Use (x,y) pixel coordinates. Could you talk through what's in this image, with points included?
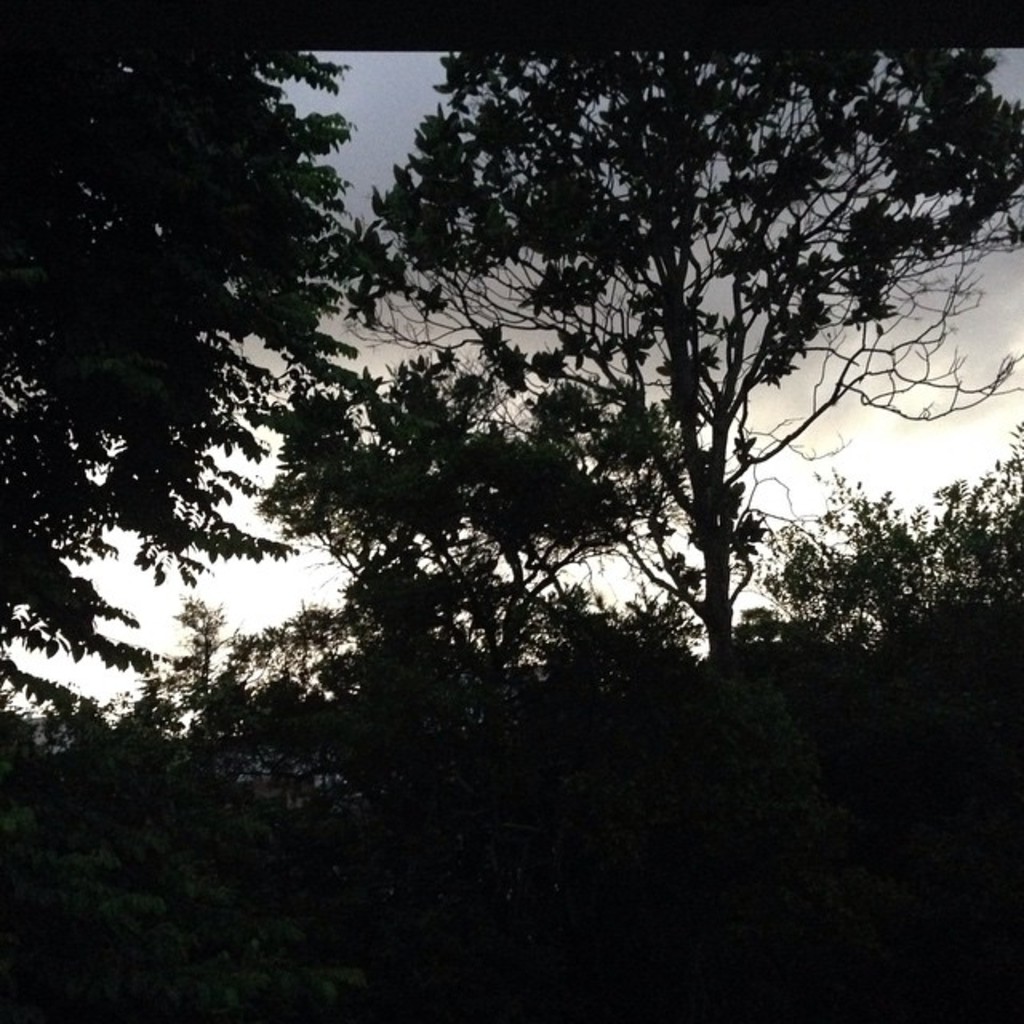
In this image I can see trees (709,736), background (938,454) the sky (870,452) is in white color.
